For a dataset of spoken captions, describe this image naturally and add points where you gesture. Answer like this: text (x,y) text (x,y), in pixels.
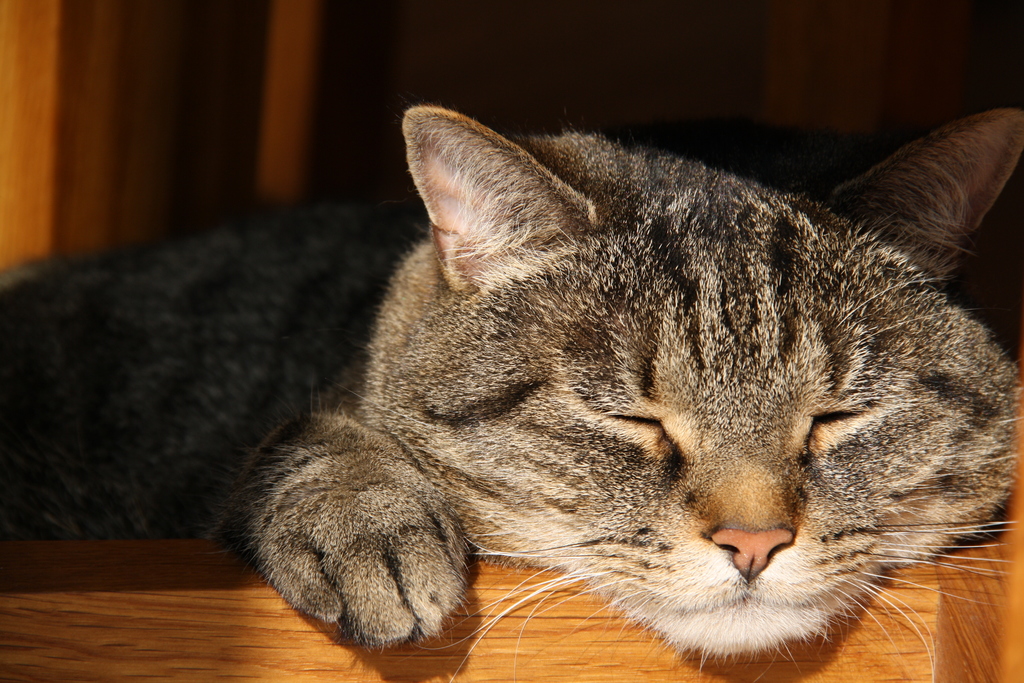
In the middle of the image (412,351) there is a cat (277,339) lying on the wooden surface (123,578). In this image the background (224,144) is a little dark.
